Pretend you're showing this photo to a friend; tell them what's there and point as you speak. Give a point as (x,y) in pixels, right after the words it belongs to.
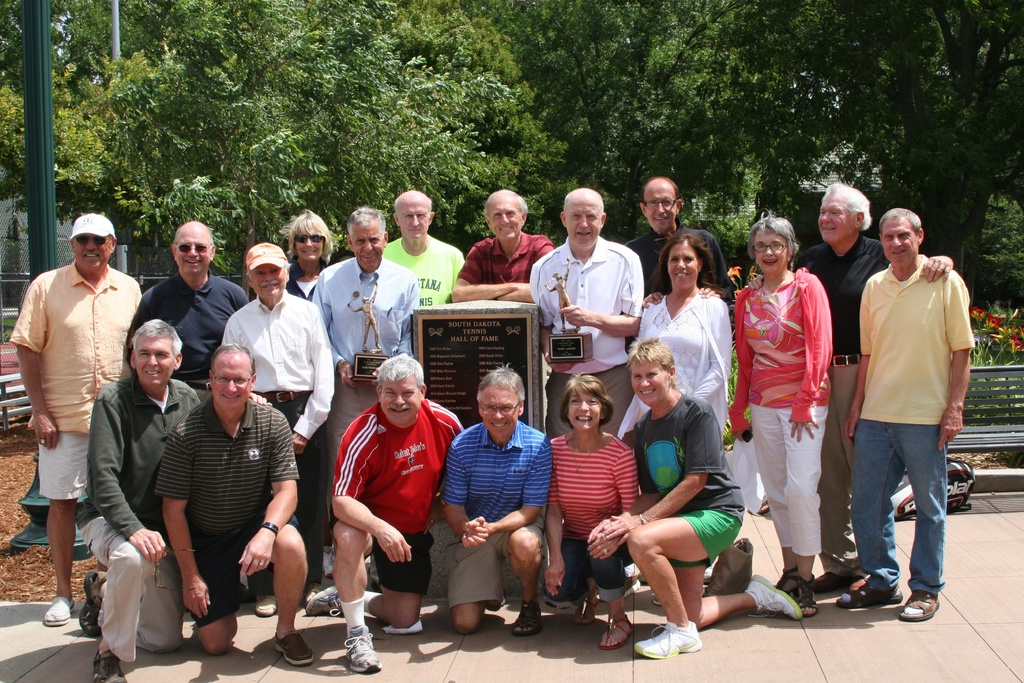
In this image in the center (455,275) a group of people (577,307) some of them are standing and some of them are sitting on their knees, and they are smiling and in the center (459,386) there is one board (487,349). On the board (464,335) there is some text (472,329) and two persons (561,324) are holding shields (574,327), in the background (509,103) there are some trees (636,173), bench (966,394), pole (39,245) and some objects (19,242). At the bottom (187,673) there is a walkway (842,646).
